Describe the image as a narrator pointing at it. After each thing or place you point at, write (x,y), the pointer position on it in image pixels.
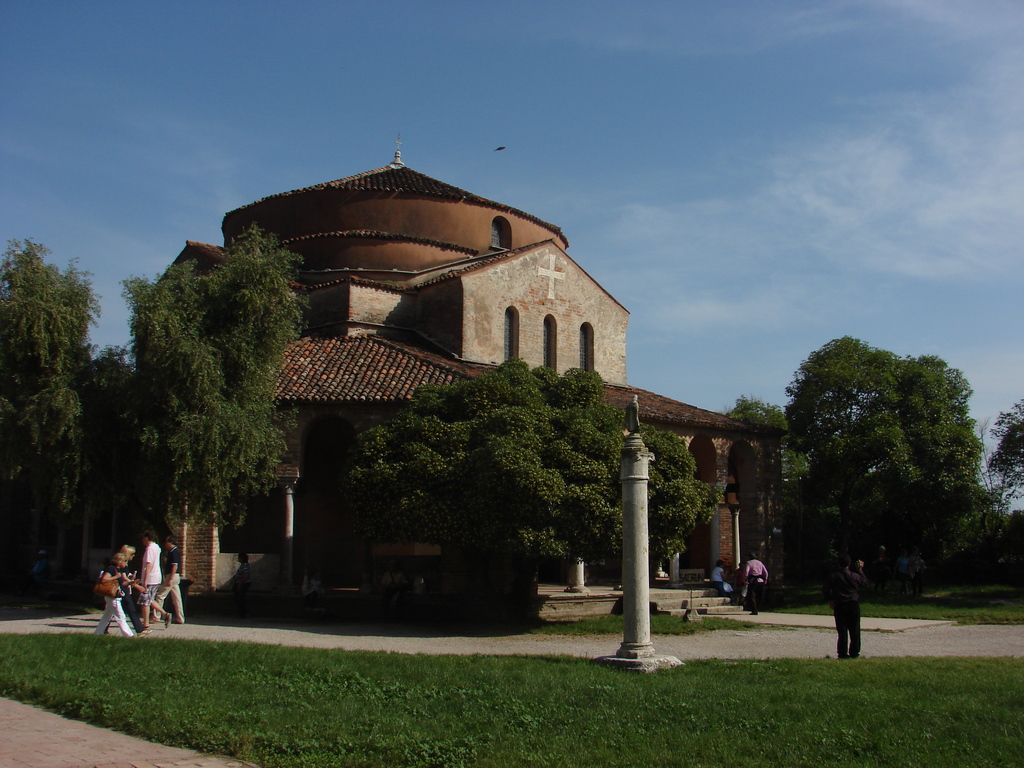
In this picture we can see the grass (499,698), building (596,343), steps (694,592), poles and some people (758,595) walking on the ground (449,644) and a person (840,569) standing and in the background (489,78) we can see the sky (701,100).
